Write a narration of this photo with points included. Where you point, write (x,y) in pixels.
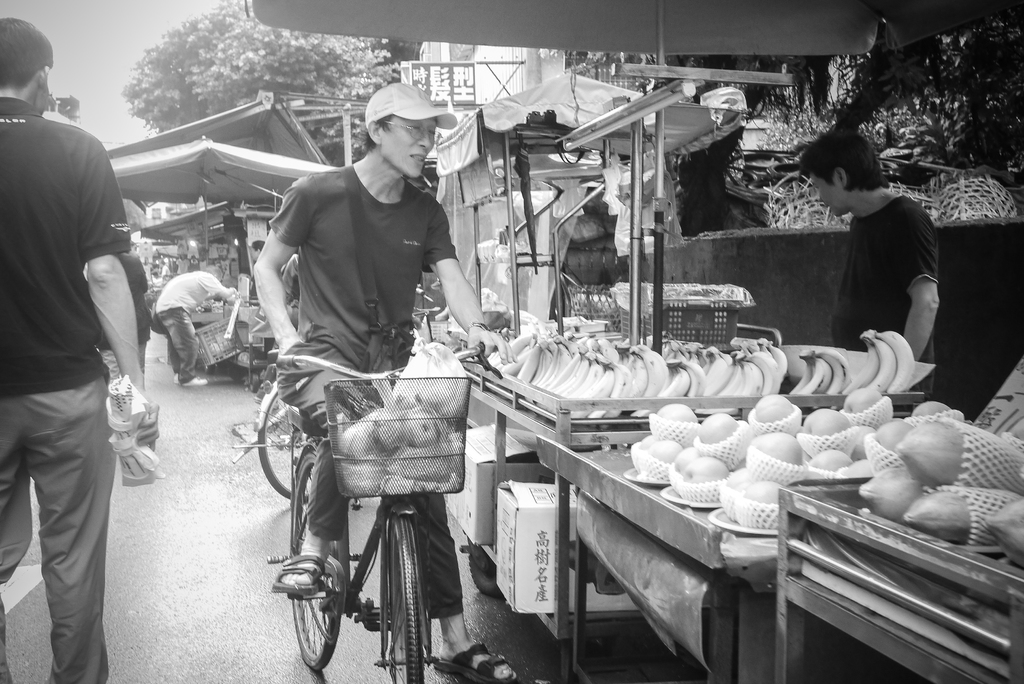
This man (414,166) is sitting on a bicycle (386,664), in-front of this bicycle (384,501) there is a basket (435,391). He wore cap (409,97). This man (848,187) is standing, in-front of this person (855,176) there is a table (527,384), on a table (720,401) there are fruits (878,466). This is tent (269,144). Far there is a tree (258,67). This man (60,130) is standing and holding a bag (137,414). Far the man (192,331) is standing.
